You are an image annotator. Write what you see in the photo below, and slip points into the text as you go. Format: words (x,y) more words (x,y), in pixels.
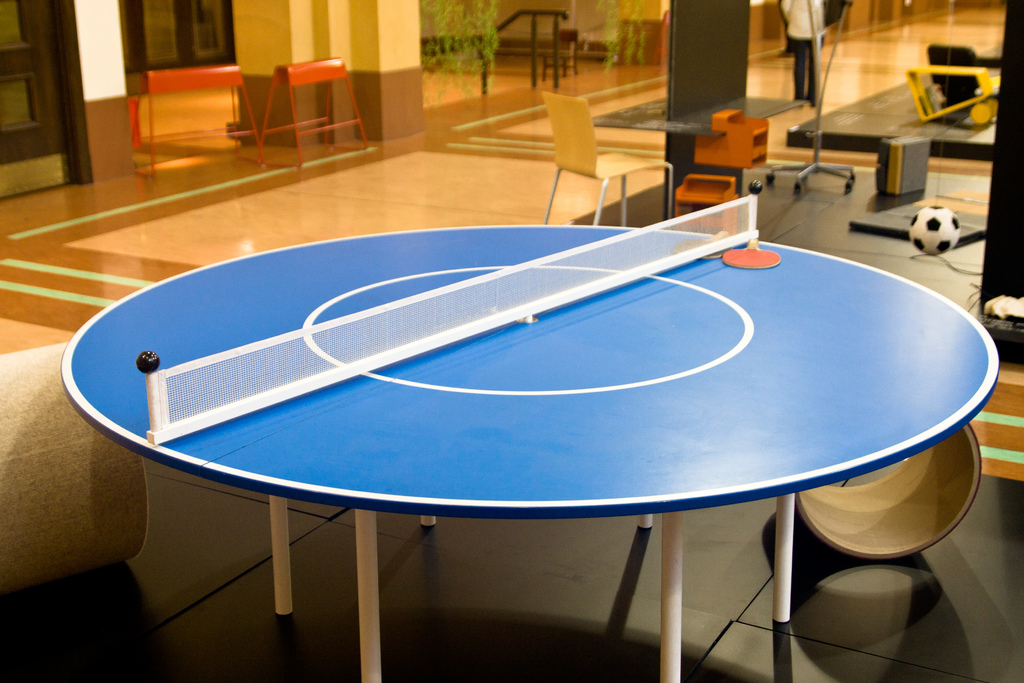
In the front of the image (354,434) I can see table tennis (833,333), bats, mesh (240,391) and objects (802,500). In the background of the image (591,163) there is a table (657,115), chair (586,118), ball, green leaves (435,11), person (791,37), floor (434,148), window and objects (891,147).
